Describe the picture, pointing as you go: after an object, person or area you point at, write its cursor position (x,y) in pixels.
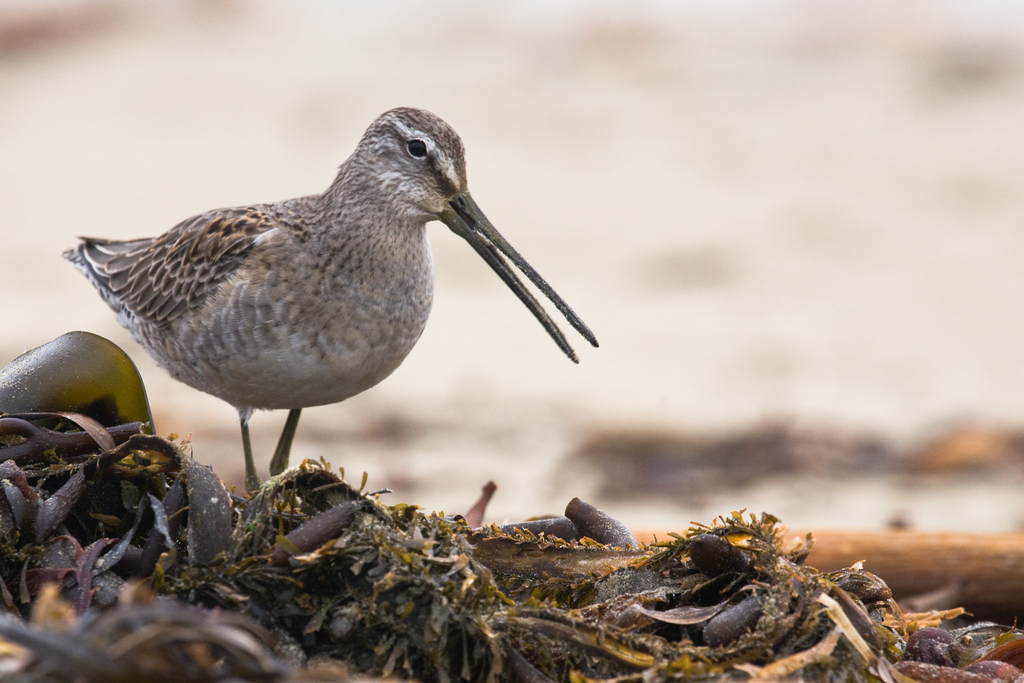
In this image there is a bird (353,307) standing on seaweed (376,504) and kelp (223,516).
